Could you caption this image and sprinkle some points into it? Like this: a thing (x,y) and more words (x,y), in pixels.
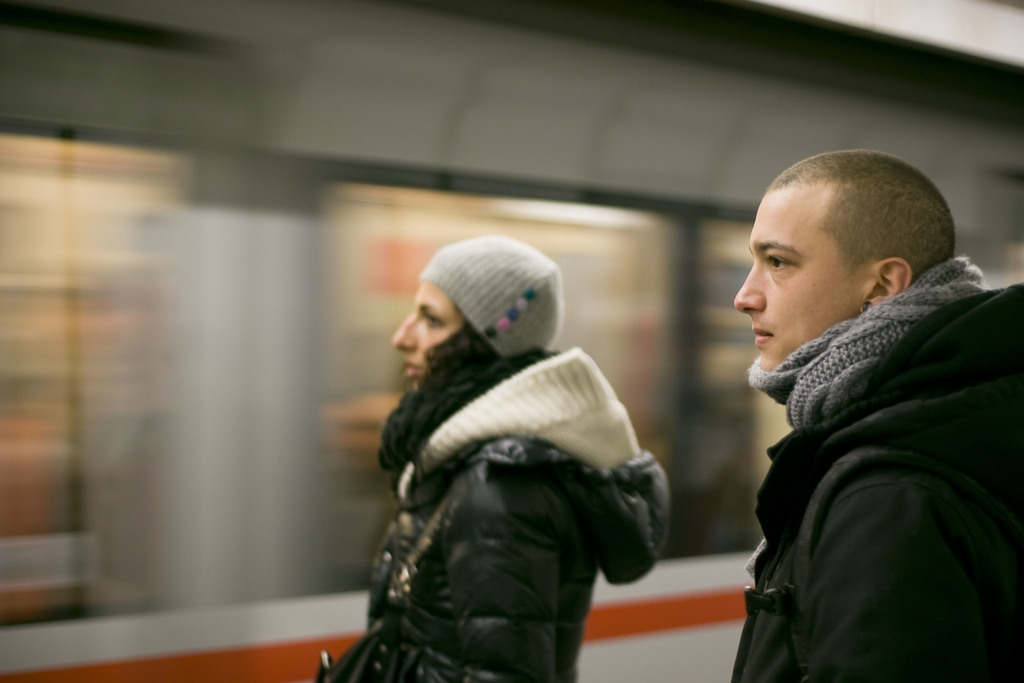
In this image, we can see persons (646,511) wearing clothes (466,512). In the background (376,290), image is blurred.
